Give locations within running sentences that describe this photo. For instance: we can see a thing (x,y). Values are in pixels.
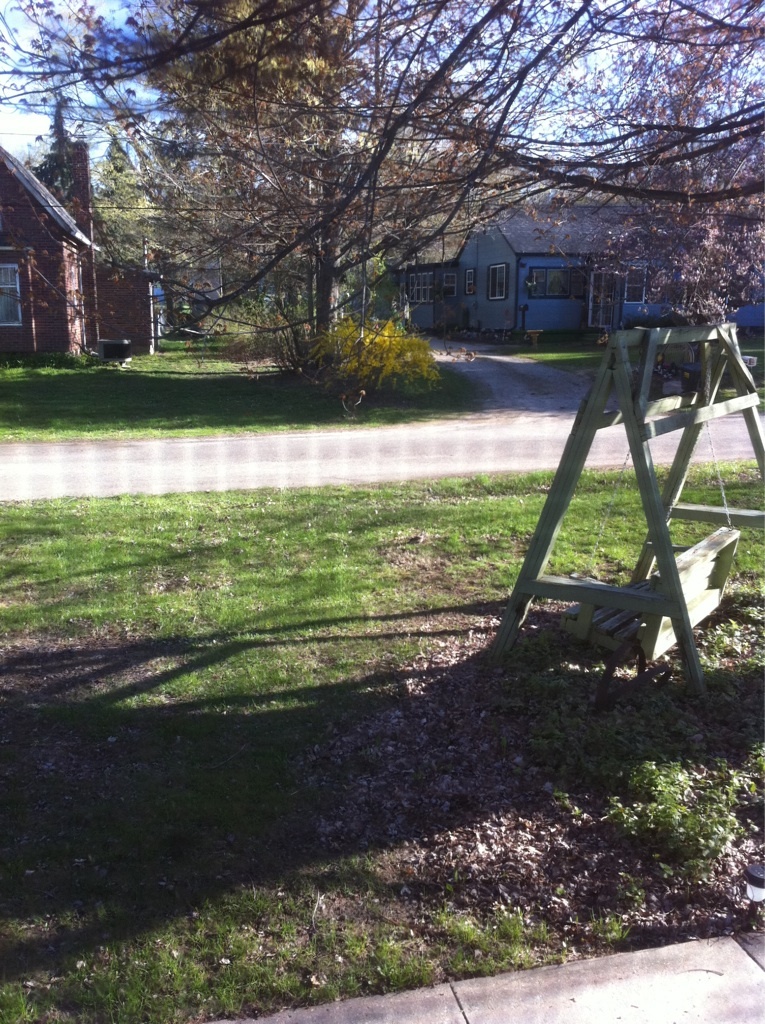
In this picture we can see grass (308,886), tree (574,55), swing (694,556) and stand (722,407). In the background of the image (466,387) we can see houses (536,266), grass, plants (363,347), trees (292,310) and sky (570,74).
